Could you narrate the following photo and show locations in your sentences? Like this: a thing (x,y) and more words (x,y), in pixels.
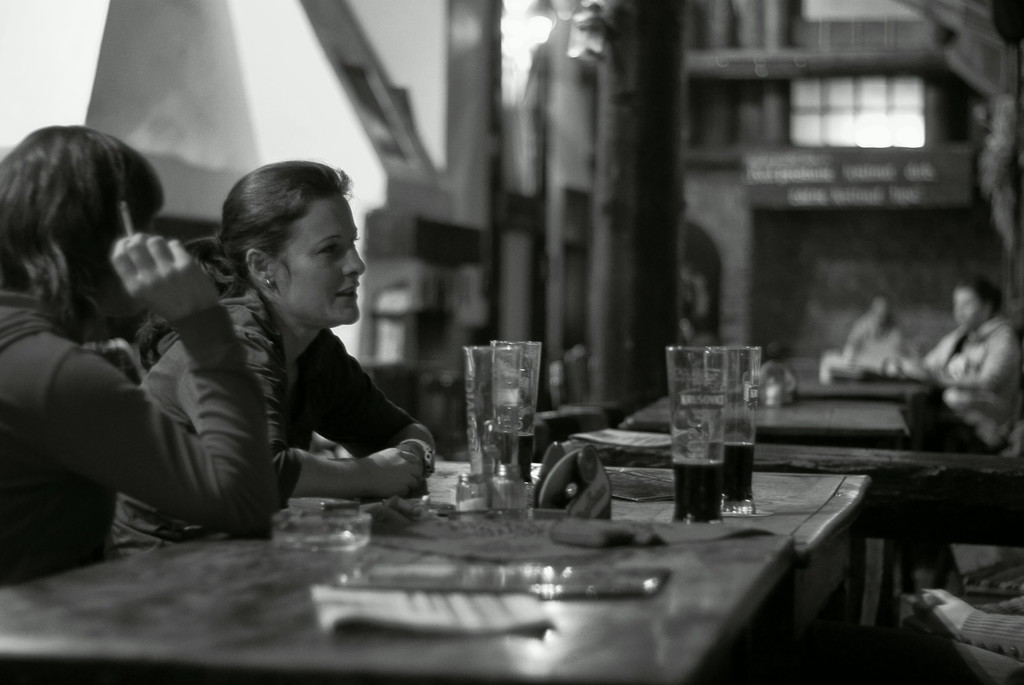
In this picture we can find a two women (173,470) sitting at the table (294,515), one of them is speaking and looking at the person (935,635) in their front, another woman (137,392) is holding a cigarette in her right hand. On the table (386,560) there are some objects (612,536), also there are some beer glasses (712,403) present.
